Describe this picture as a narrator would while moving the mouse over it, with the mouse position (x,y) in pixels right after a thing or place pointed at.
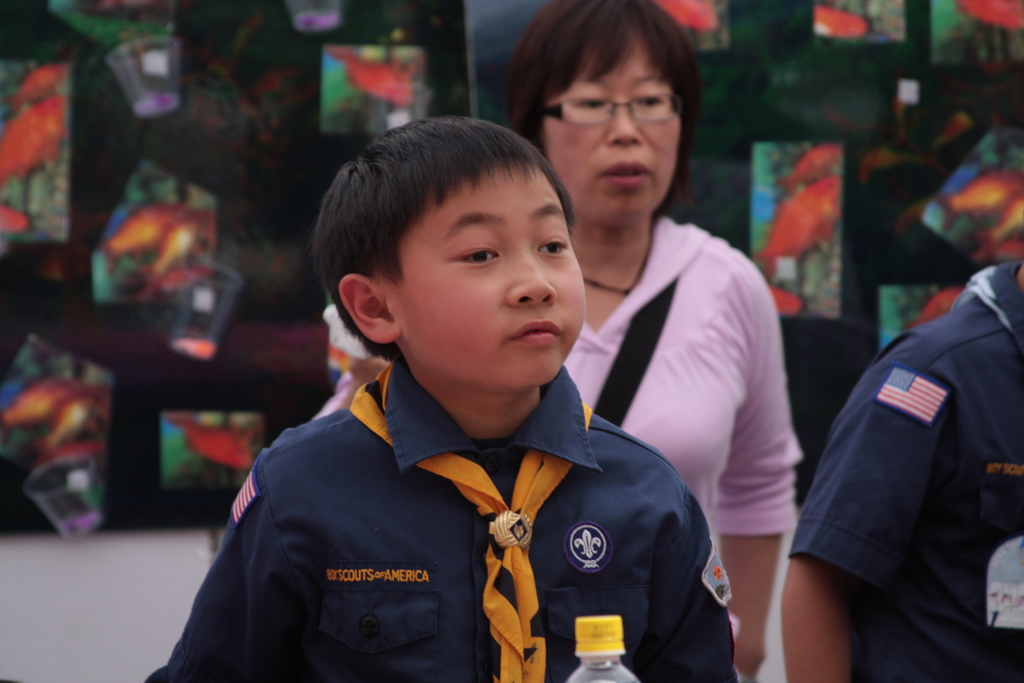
In this image we can see people (785,436). The boy (555,508) standing in the center (395,343) is wearing a uniform (485,479). At the bottom (602,644) there is a bottle (589,625). In the background (813,118) there are boards (827,165) placed on the wall (821,85).
